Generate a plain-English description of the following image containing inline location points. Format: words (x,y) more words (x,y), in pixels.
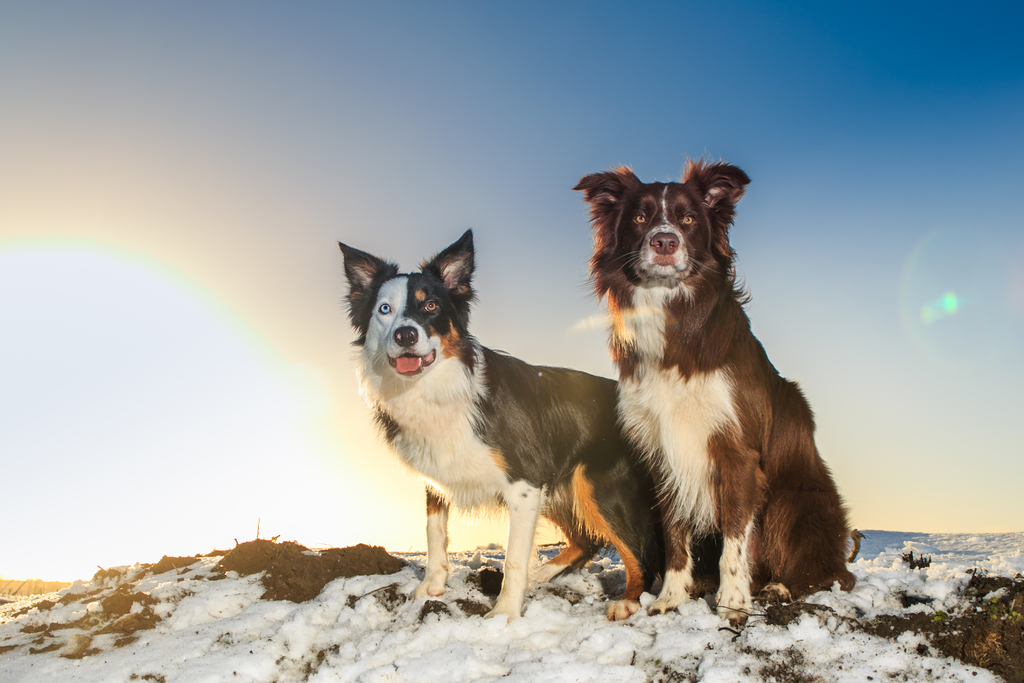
In this image we can see two dogs (561,423). On the ground (380,630) there is snow (708,654). In the background (485,129) there is sky (198,307).
